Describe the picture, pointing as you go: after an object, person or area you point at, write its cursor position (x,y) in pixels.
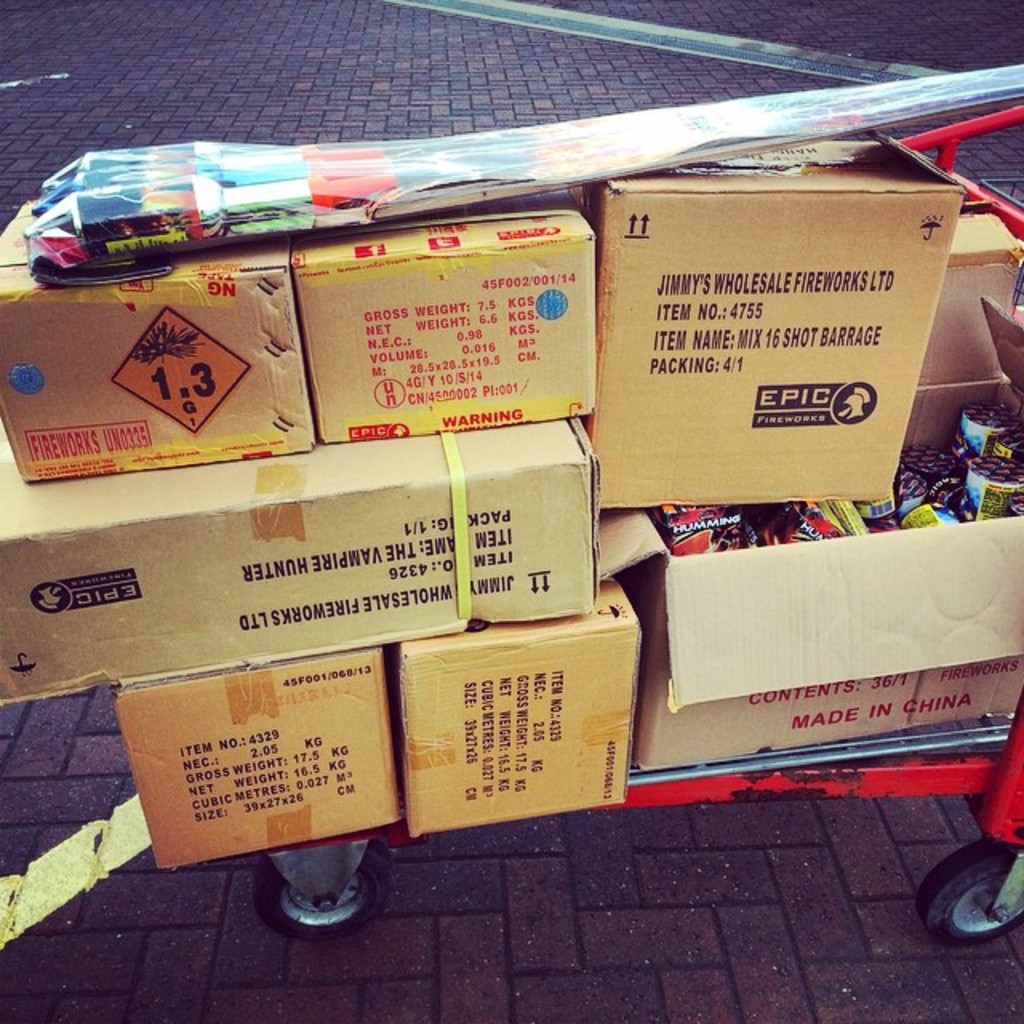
In this picture, we see a red color trolley (720,796) containing the carton boxes (474,468). We see some text (492,718) written on the boxes (931,416). These boxes (863,485) contain some objects (744,509). On top of the boxes (855,568), we see a plastic bag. At the bottom (520,926), we see the pavement (433,957). In the background (280,125), we see the pavement (501,42) and it is in black color.
